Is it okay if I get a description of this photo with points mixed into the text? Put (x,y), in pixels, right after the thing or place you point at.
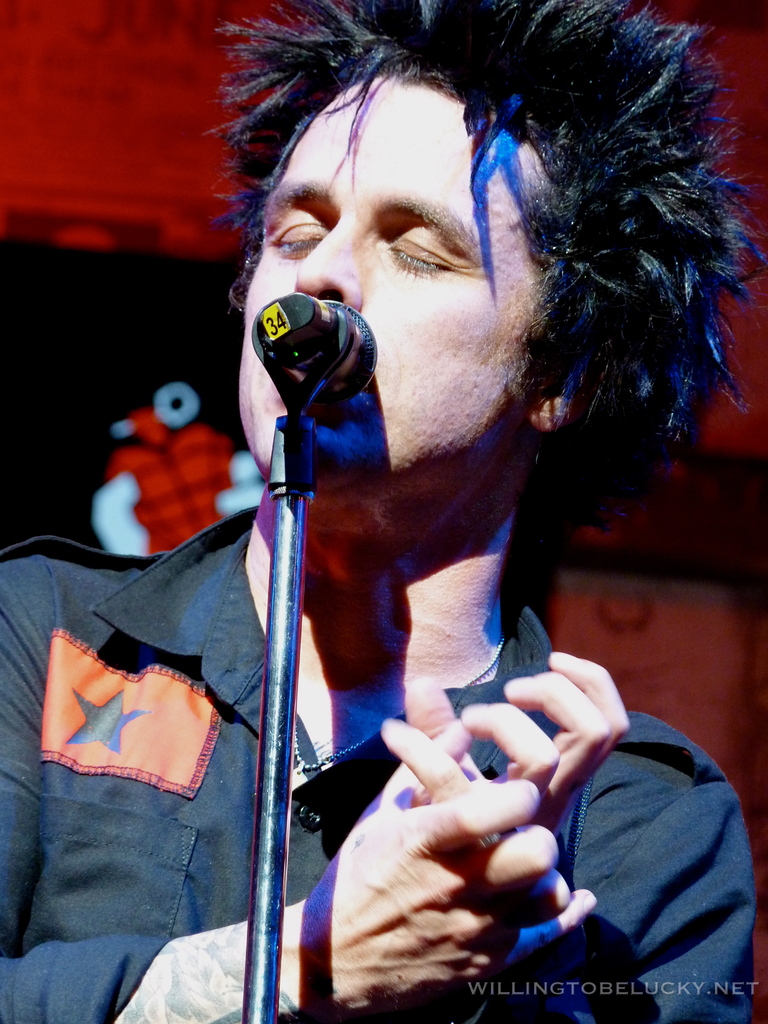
There is a man (262,591) wearing a shirt (92,794). In front (287,747) him there is a mic stand (322,390). In the right bottom corner (686,982) there is a watermark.
